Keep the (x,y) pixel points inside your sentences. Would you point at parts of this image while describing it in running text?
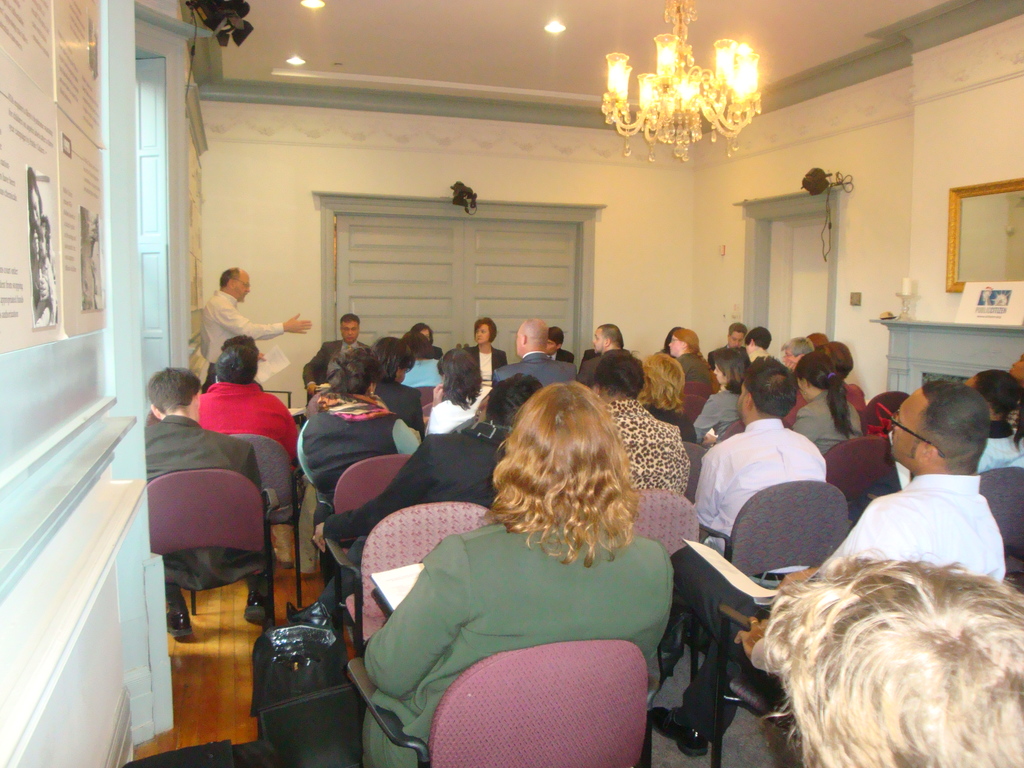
In this image I can see number of people (323,433) where one is standing and rest all are sitting on chairs (846,523). I can also see few boards (25,206), few lights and on these boards (96,27) I can see something is written.
